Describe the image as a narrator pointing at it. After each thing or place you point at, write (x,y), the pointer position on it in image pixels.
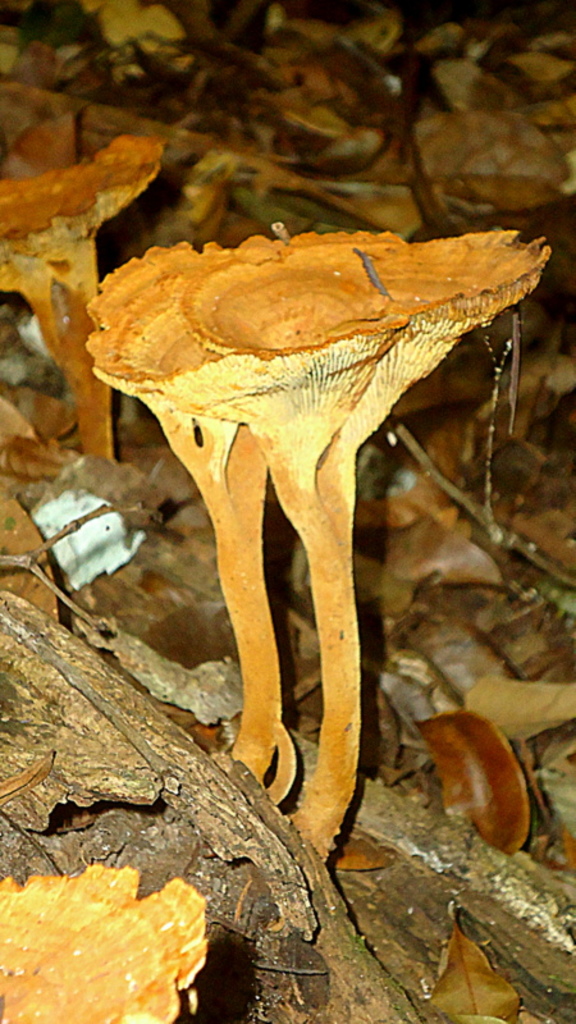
In this image I can see the mushroom (185,376) which is in the brown and cream color. It is to the sticks (182,827) and there is a blurred background (11,72).
